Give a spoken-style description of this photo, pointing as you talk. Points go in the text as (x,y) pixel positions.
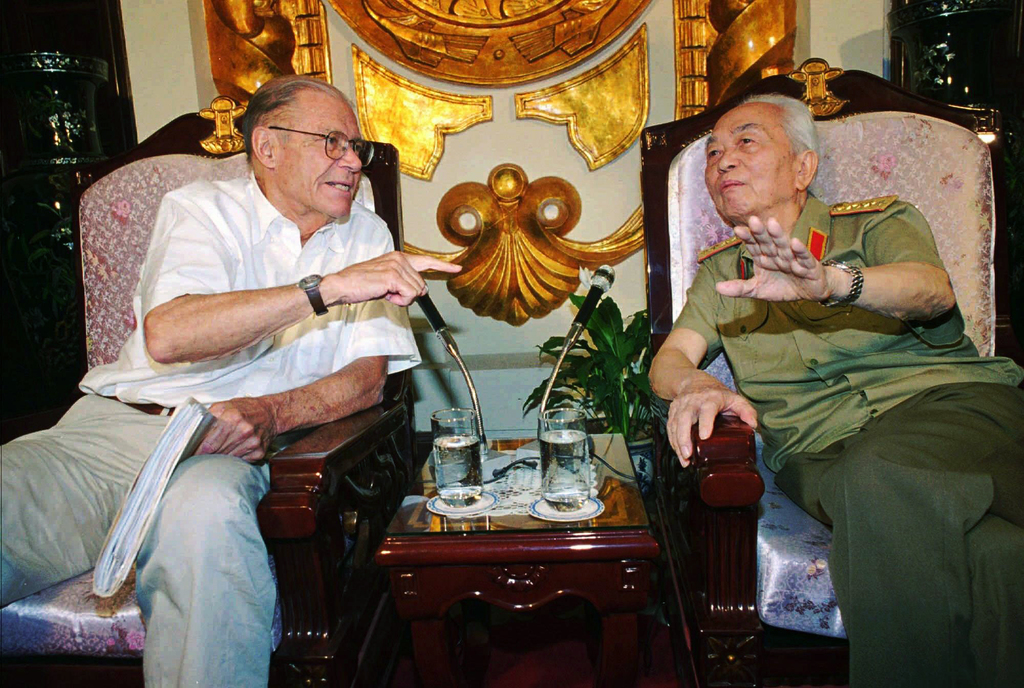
In this image there are two men (296,348) sitting on the chair (763,492), there is a man (327,357) holding a book (149,489), he is talking, there is a table (470,564) towards the bottom of the image (517,600), there is a cloth (522,509) on the table (490,442), there are glasses (448,440) on the table (464,550), there are microphones (587,295), there is a plant (625,390), there is a wall (509,398), there are objects (477,111) on the wall (650,76), there is an object (75,139) towards the left of the image (46,152), there is an object (969,29) towards the right of the image (963,70).
